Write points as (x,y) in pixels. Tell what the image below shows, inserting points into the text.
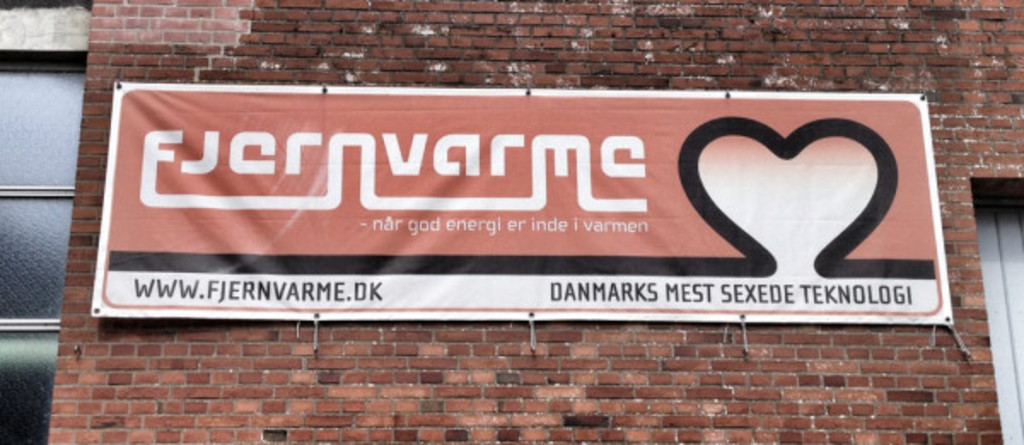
This picture shows building (6,29) and we see a banner (355,294) on the brick wall (531,26).
